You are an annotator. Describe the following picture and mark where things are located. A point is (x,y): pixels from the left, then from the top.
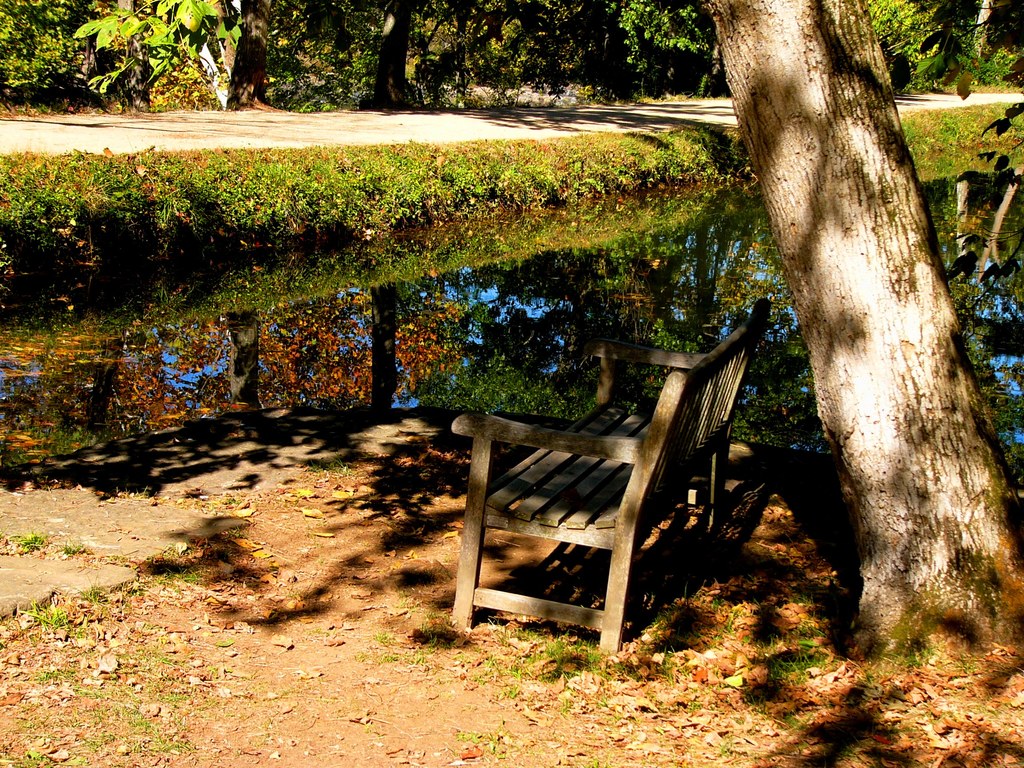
In this picture I can see a bench (614,583), there is water (585,278), there are plants (679,168) and trees (604,30).
